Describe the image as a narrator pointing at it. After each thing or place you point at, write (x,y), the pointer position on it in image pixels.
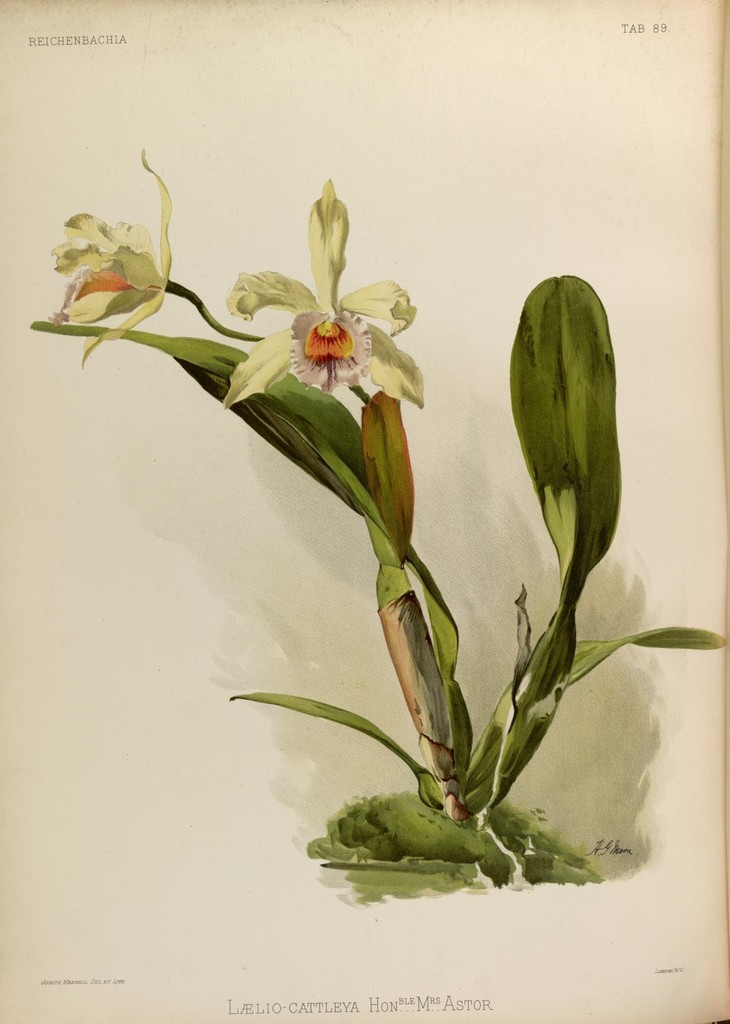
In this picture I can see a drawing (639,685) of a plant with flowers (97,230) on the paper (407,208), and there are numbers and words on the paper (449,478).
